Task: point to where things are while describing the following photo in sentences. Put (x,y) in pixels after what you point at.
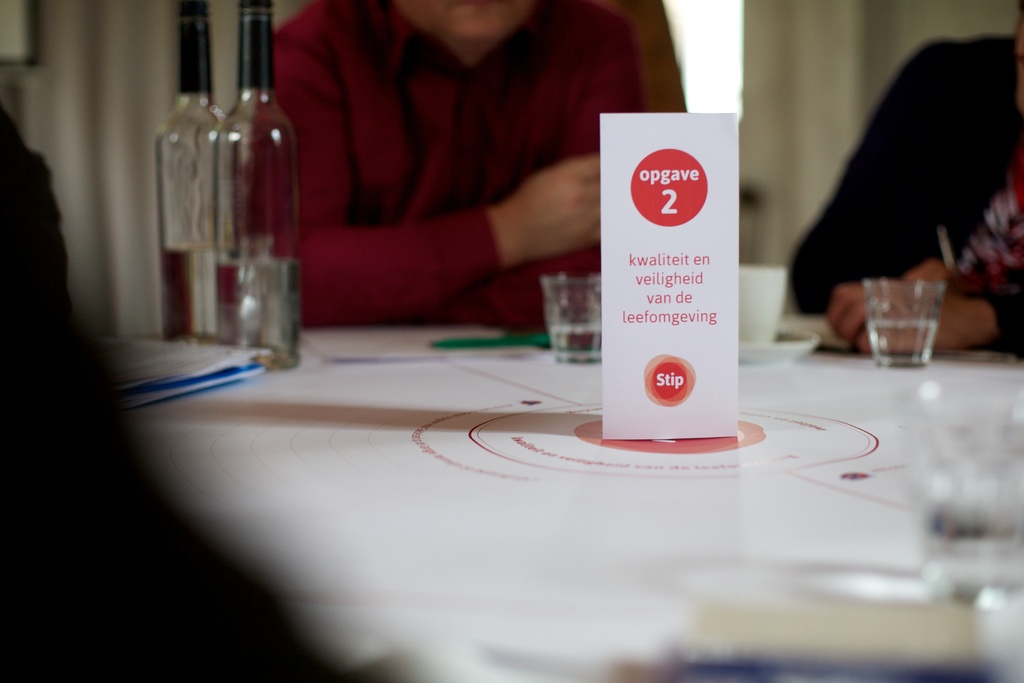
In this picture there is a paper (673,277) placed on the table (539,468) on which some bottles (186,136), glasses (572,335) were there. There are some people (396,195) sitting around the table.
